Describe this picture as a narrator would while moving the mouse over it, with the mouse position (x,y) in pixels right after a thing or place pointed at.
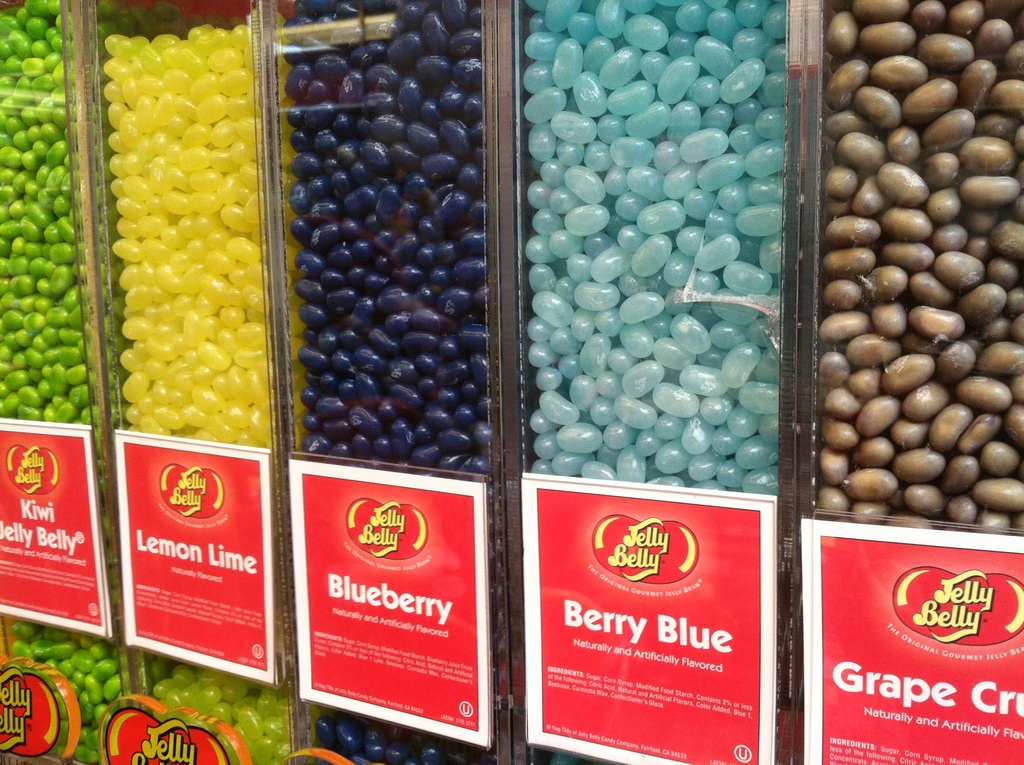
In this image we can see some food items (430,435) in the jars (273,326), also we can see some boards (329,479) on the jars (283,616) with text (613,603) on them.
